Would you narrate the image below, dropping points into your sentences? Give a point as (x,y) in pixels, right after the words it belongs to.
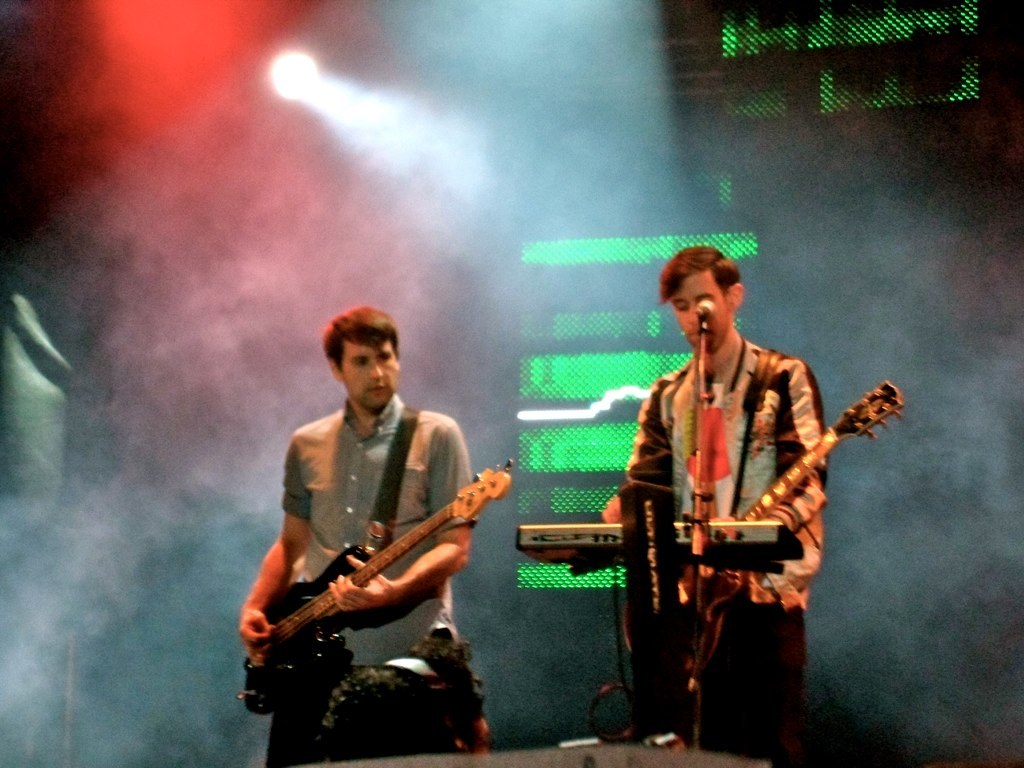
In this image I can see two men (727,321) holding guitar (328,676) in their hands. I can see a mic (700,315) in front of him.
